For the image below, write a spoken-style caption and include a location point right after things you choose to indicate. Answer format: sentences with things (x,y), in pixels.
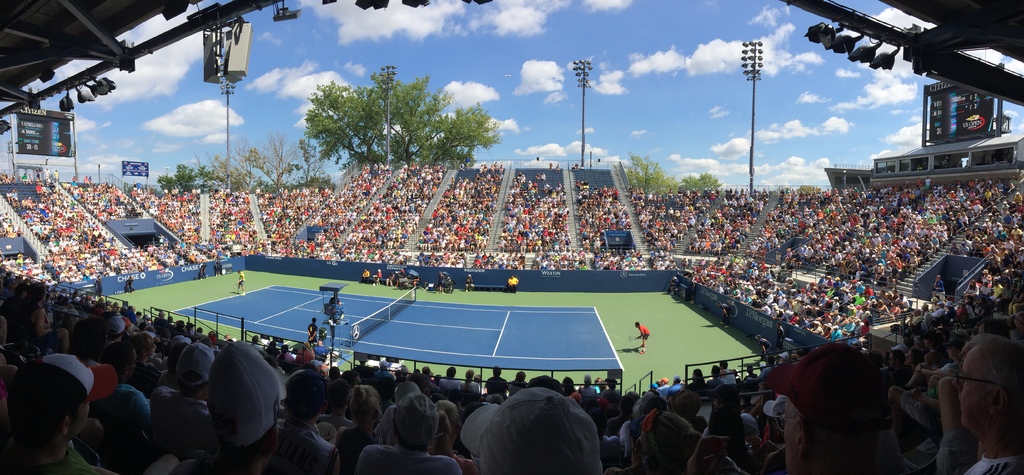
In this picture I can see a stadium (209,263) and I see number of people (197,205). In the background (343,136) I see the trees (450,142) and the sky (464,52) and I see number of light poles (386,130).
